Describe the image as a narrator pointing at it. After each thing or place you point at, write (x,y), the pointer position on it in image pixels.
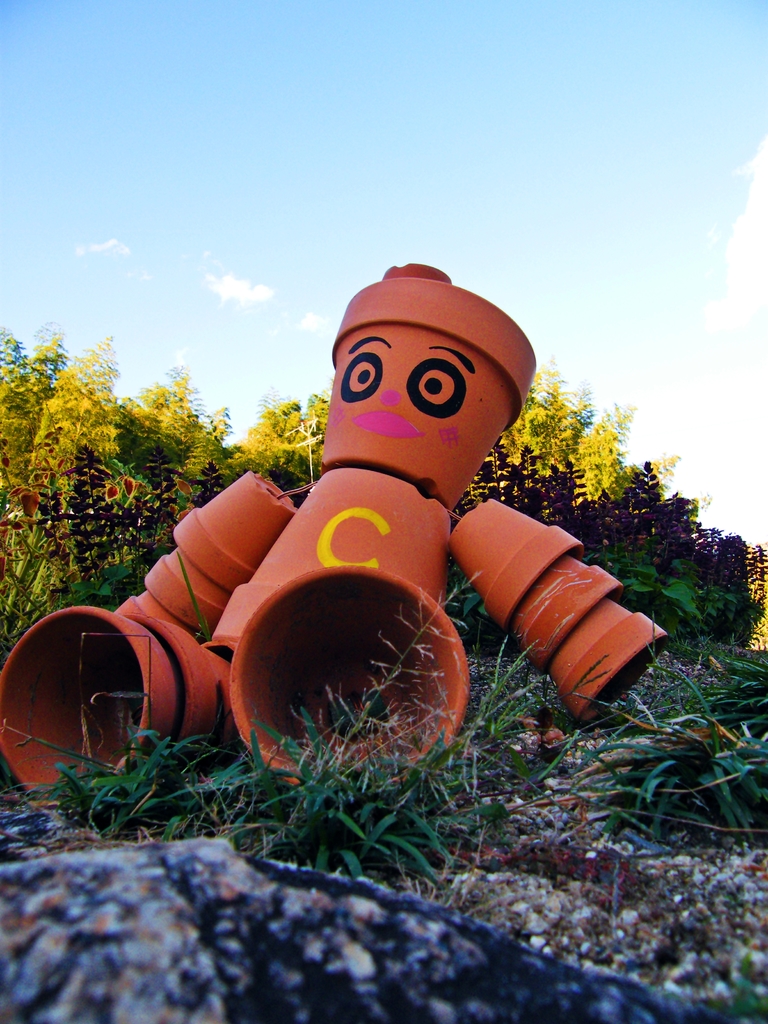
In the foreground of the picture (430,819) we can see shrubs (726,735), soil (734,866), rock (269,920) and buckets (238,566). In the background (67,432) there are trees (234,447). At the top (377,143) there is sky (391,115).
